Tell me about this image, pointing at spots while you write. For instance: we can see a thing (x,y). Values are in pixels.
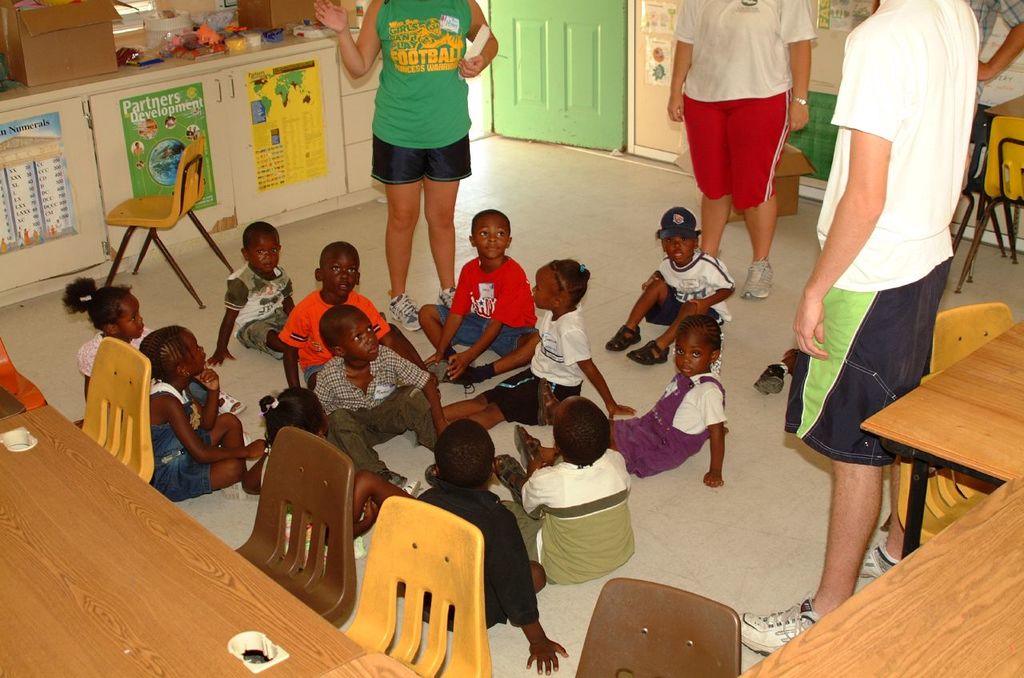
In this image we can see a group of children (545,342) sitting on the floor (221,316) and there are three people (892,91) standing in a room (379,616). We can see some tables (111,491) and chairs (135,412) and there is a cupboard (302,197) in the top left side (164,163) we can see some posters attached to it and we can see some objects (268,41) on it.
